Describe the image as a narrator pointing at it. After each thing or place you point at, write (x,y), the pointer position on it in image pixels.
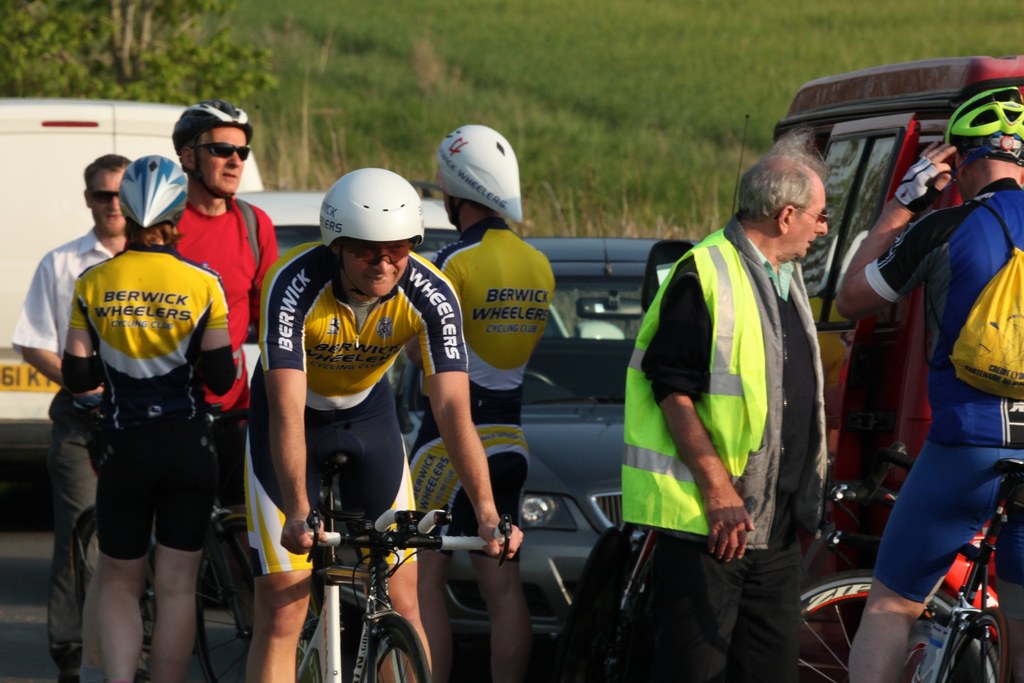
In this picture outside of the city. There is a group of people (379,409). They are standing. In the center (371,325) we have a person (361,383). He is holding a bicycle (390,529). He is wearing a helmet (337,222). On the right side (974,499) we have a another person (948,503). He is sitting on a bicycle (883,484). He is wearing a helmet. On the left side (77,256) we have a white color shirt person (78,243). He is wearing a spectacle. We can see in background (87,207) trees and vehicles (79,230).
